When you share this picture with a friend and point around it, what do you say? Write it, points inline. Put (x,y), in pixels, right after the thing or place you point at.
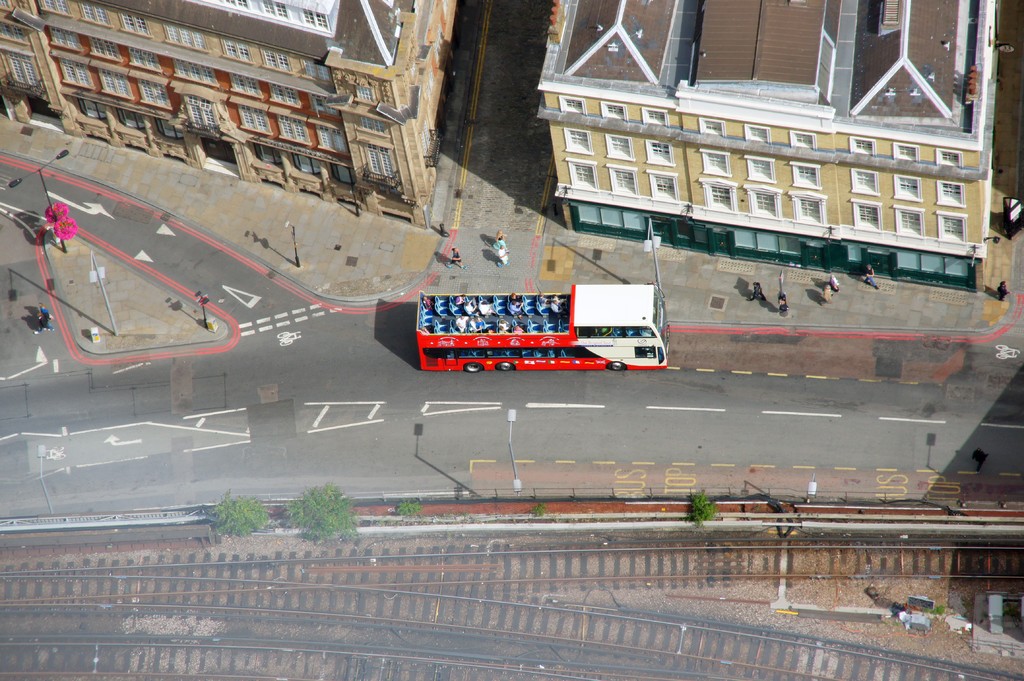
This image is clicked from the top view. In the center (613,386) there is a road (664,406). There is a bus (498,343) moving the road (837,419). Beside the road (170,430) there is a walkway (623,263). There are street light poles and people (788,300) walking on the walkway (741,303). At the top (752,69) there are buildings (355,68). At the bottom (319,582) there are railway tracks (382,570). Beside the tracks (568,557) there plants (693,512) on the ground (622,598).
